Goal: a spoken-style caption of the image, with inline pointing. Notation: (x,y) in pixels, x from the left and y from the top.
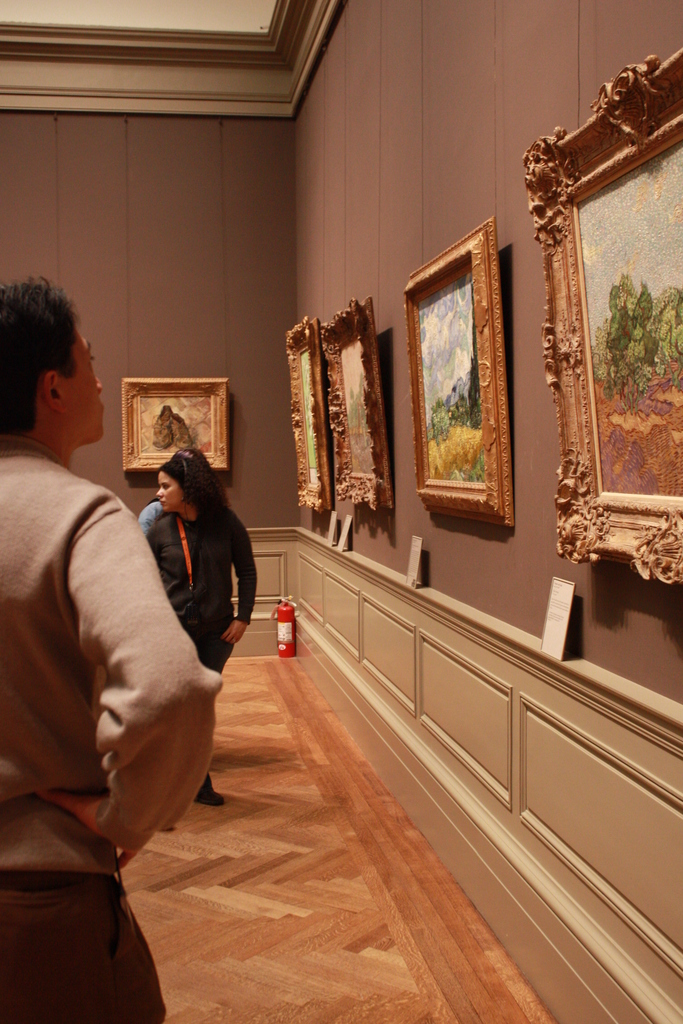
In the image we can see there are people (148,560) standing on the floor (292,878) and there are photo frames (465,447) kept on the wall (518,435). Behind there is a fire extinguisher (283,623) kept on the floor (284,690).
